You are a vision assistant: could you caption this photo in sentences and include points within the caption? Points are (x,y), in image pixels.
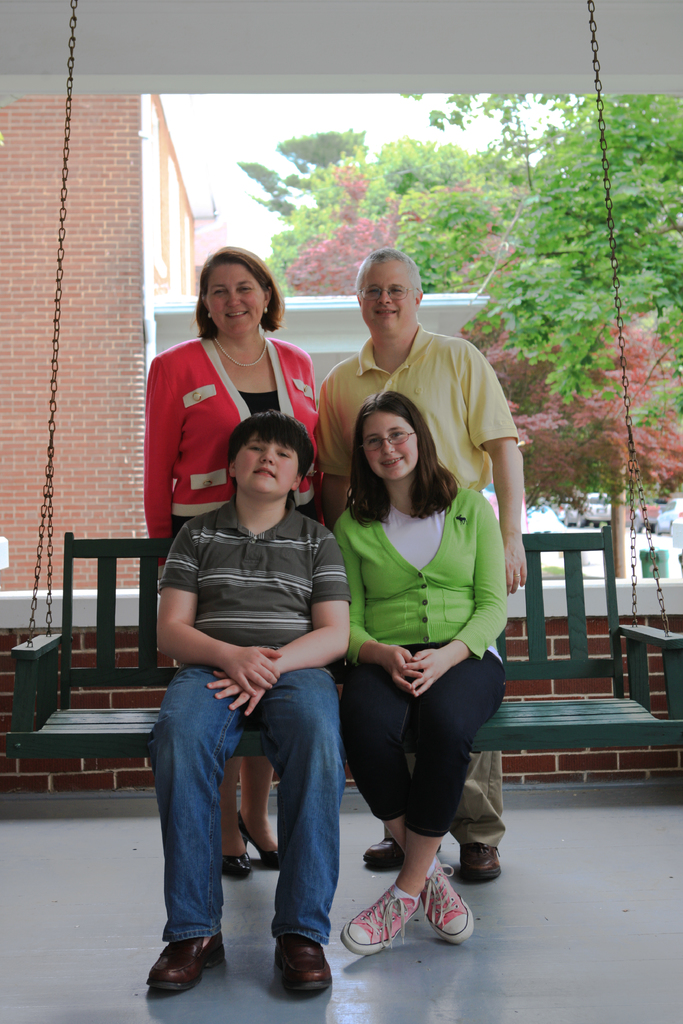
In this image we can see two persons (358,544) sitting on the cradle (637,694). Behind them there are two persons (385,278) standing on the floor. In the background (424,294) there are some trees (558,233), wall (118,310) and the sky (274,104).
